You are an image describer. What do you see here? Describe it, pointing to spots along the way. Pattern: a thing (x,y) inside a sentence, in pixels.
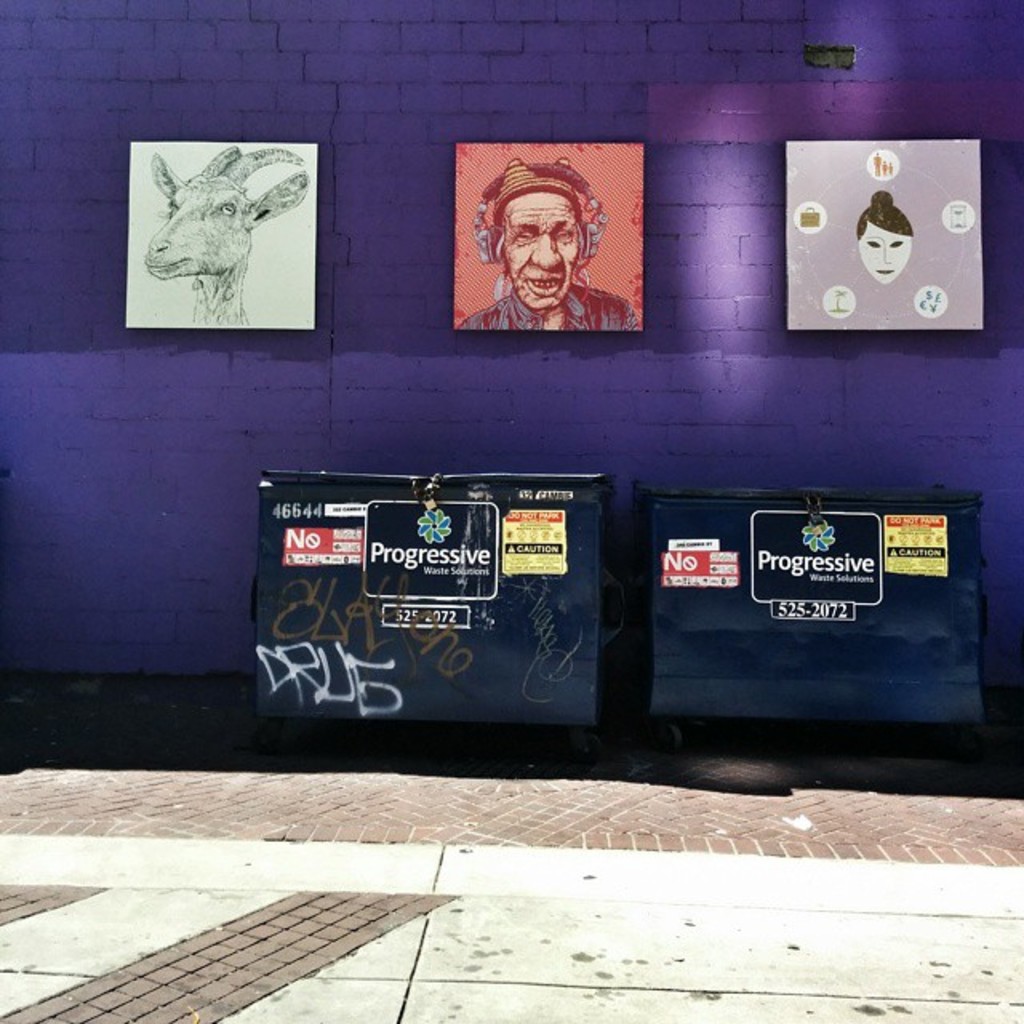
In this image we can see the bins (584,600) with the wheels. We can also see the path (411,860). In the background (102,378) we can see the drawing boards (256,223) attached to the wall (669,339). We can also see the text (898,545) and some stickers (556,560) attached to the bins (762,604).
